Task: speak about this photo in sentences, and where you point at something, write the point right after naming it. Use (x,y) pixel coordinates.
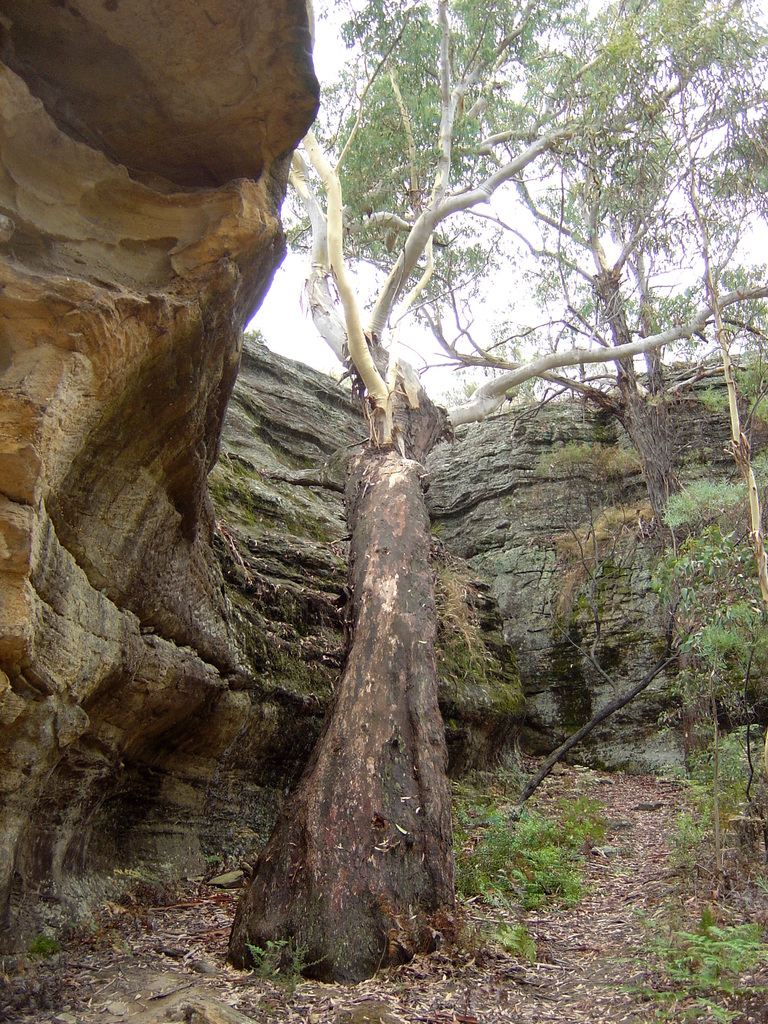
In this picture we can see trees (753,320), plants (723,780) and there is a wall (179,440).
